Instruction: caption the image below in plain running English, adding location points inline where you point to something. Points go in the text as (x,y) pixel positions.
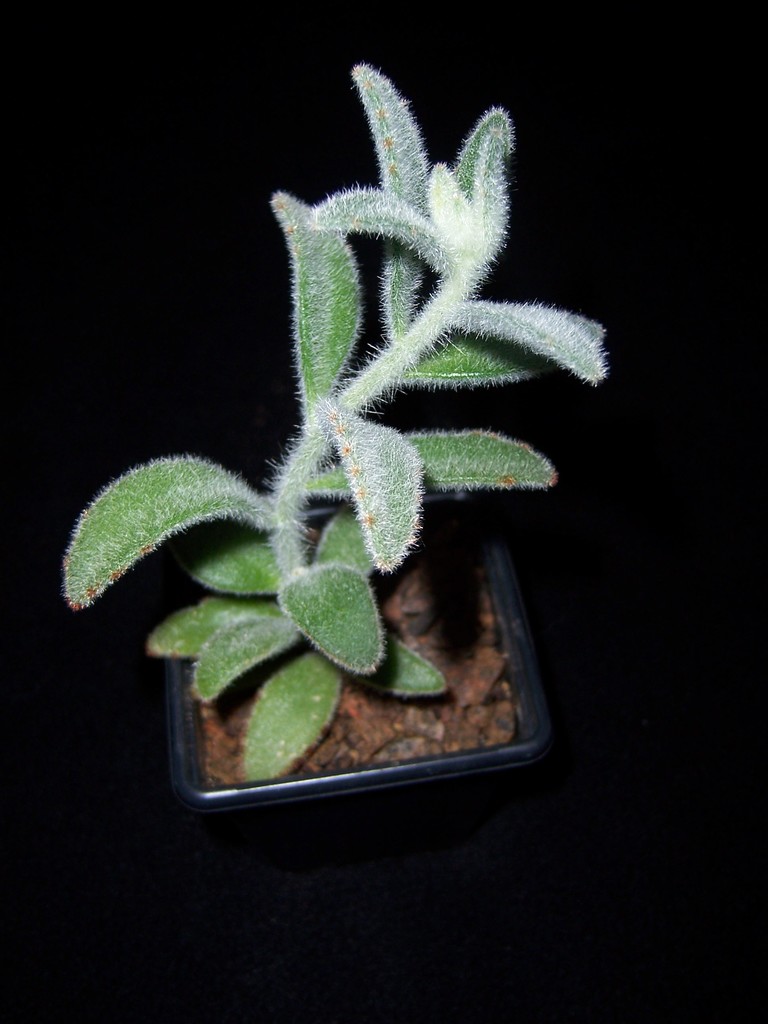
In this picture we can see a house plant (506,450) and in the background (422,399) we can see it is dark.
